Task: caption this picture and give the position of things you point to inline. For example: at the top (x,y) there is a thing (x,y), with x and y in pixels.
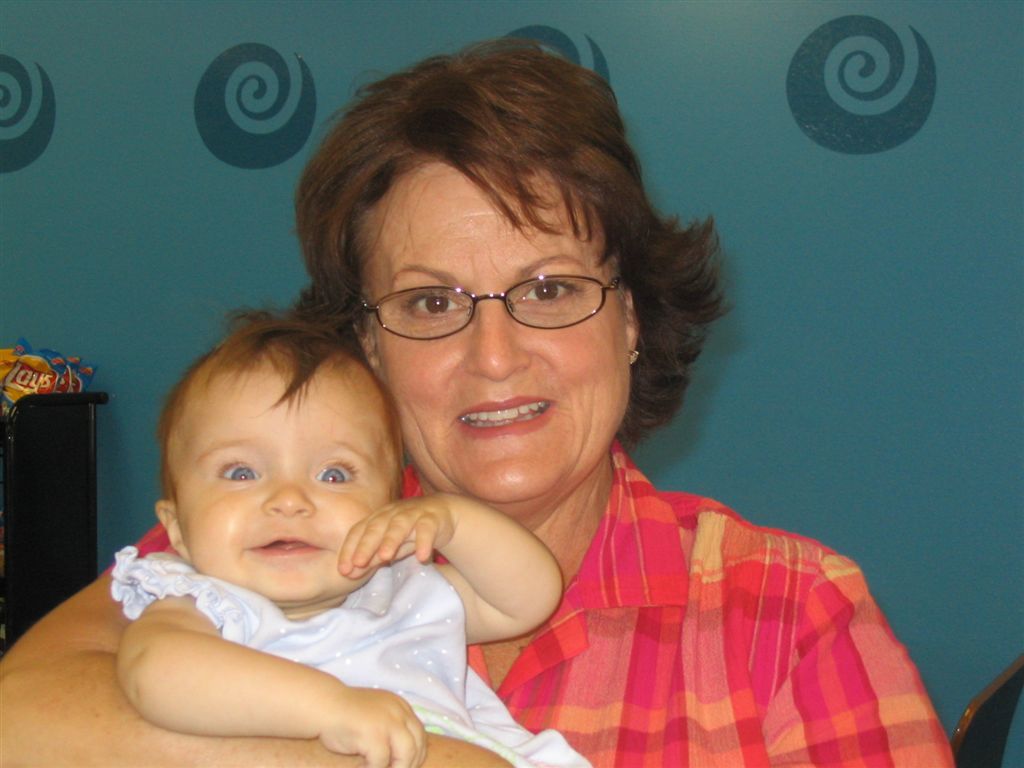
In the center of the image (440,470) we can see a woman (379,305) holding a baby (135,596). In the background (355,79) there is a wall (850,209).
